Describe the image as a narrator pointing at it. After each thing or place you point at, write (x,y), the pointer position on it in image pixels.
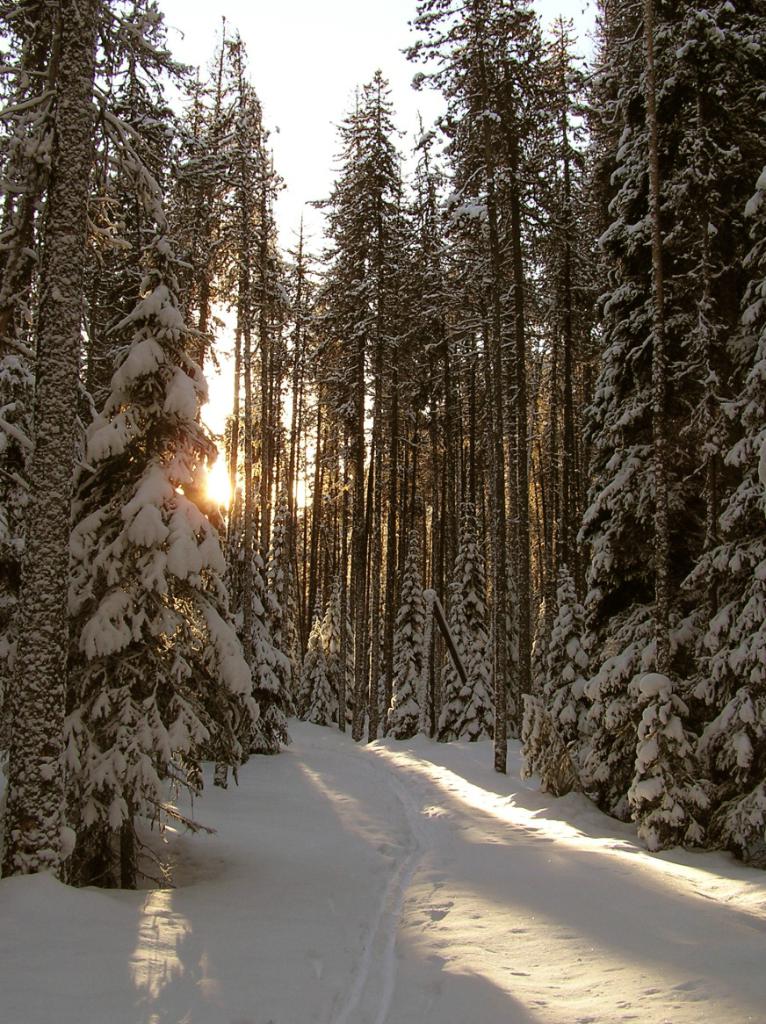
This picture might be taken from outside of the city and it is sunny. In this image, on the right side (633,650) and left side (46,608), we can see some trees (209,610) which are filled with snow (553,643). In the background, we can see a sun (230,500). At the top (281,100), we can see a sky (297,94), at the bottom (547,914), we can see a snow (363,875).
